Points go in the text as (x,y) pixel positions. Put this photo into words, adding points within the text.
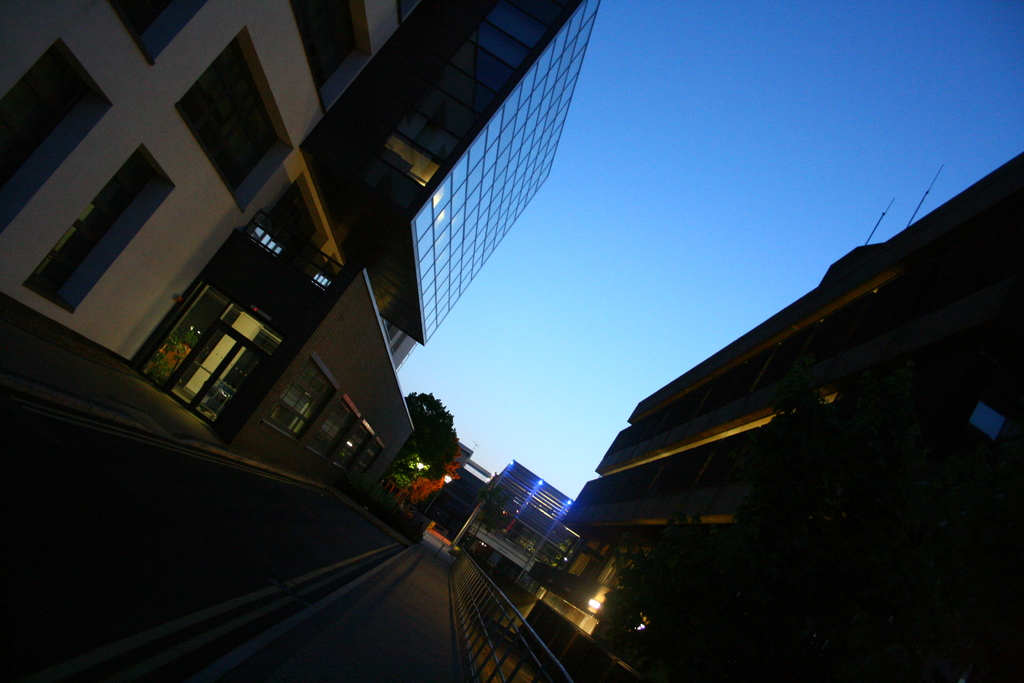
In this image I can see few buildings (215,79) in cream and brown color. Background (435,411) I can see a blue color board (534,511), trees (445,425), and sky (703,276) in blue color.
